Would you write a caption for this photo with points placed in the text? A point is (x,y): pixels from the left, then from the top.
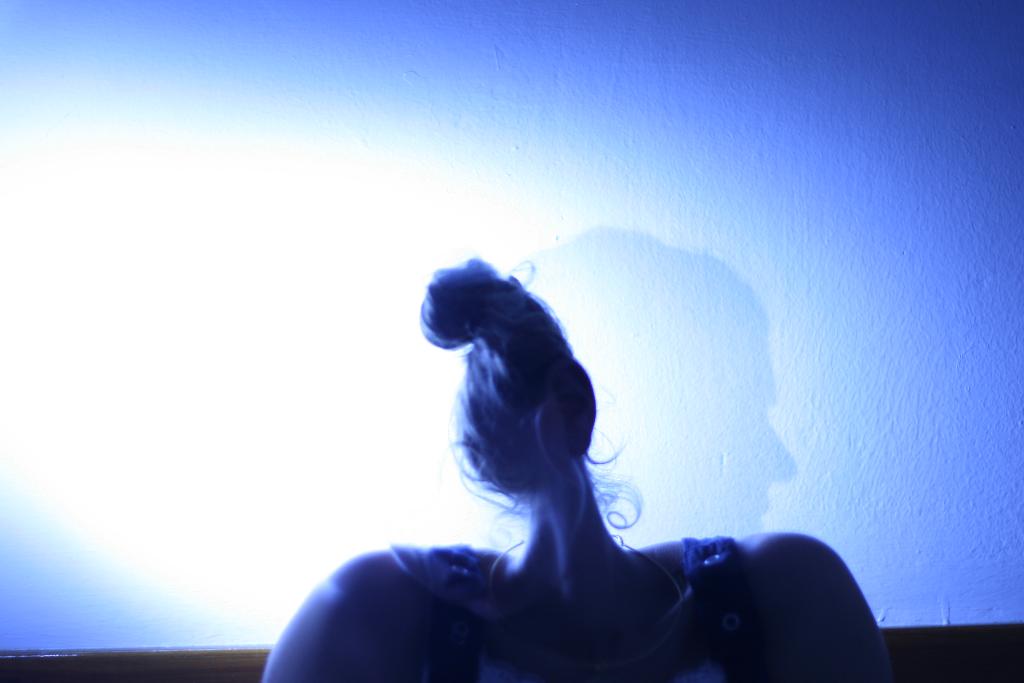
This is an edited image, there is a shadow (735,475) of the person's head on the wall (439,157).
